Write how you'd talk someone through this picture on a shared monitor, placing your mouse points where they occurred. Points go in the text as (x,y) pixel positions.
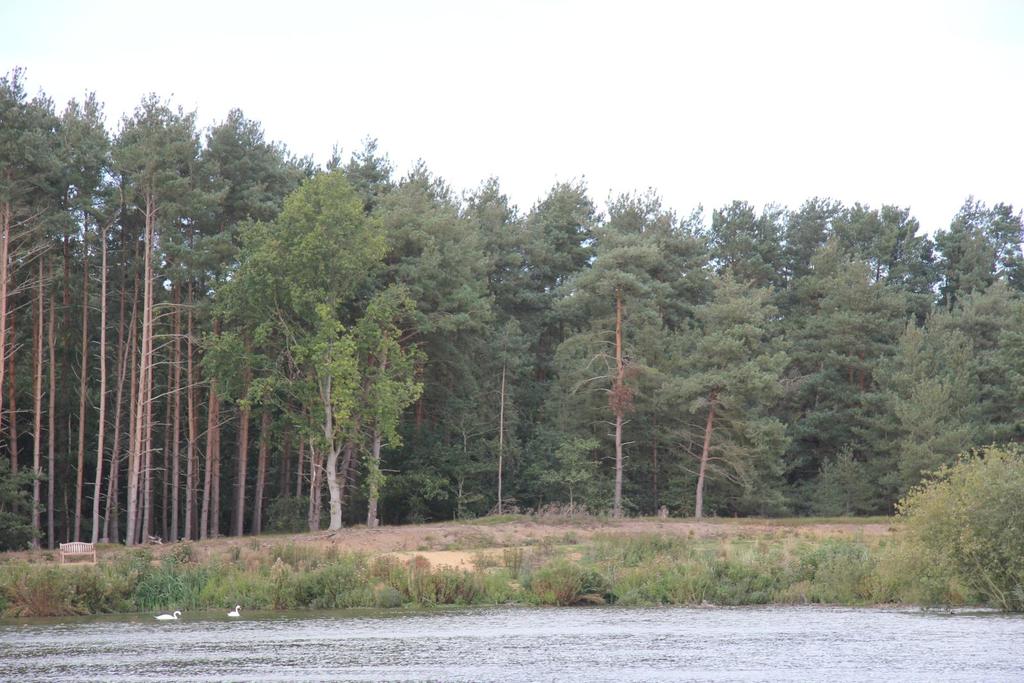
In this picture I can see many trees (574,360), plants (950,468) and grass (171,593). At the bottom (634,665) I can see the water flow (619,657). In the bottom left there are two swans (174,613) swimming on the water (514,665). On the left (85,550) there is a wooden bench (72,545). At the top (612,70) I can see the sky (612,75) and clouds (454,154).
